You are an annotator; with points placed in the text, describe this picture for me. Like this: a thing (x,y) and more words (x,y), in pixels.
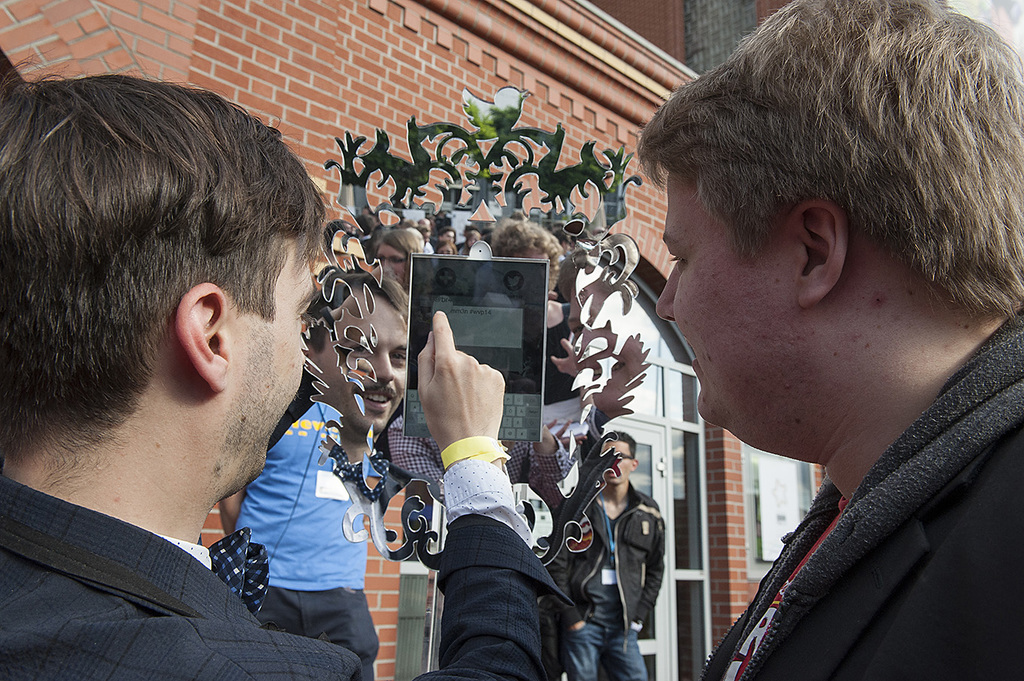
This is an outside view. Here I can see two men (900,292). The man (153,480) who is on the left side (97,511) is pointing out at a device (520,385) which is in front of these people (427,343). At the back of it there is a mirror (400,206). In the background (293,506), I can see some more people (604,575) standing and there is a building (379,53) and also I can see the door (674,498).
